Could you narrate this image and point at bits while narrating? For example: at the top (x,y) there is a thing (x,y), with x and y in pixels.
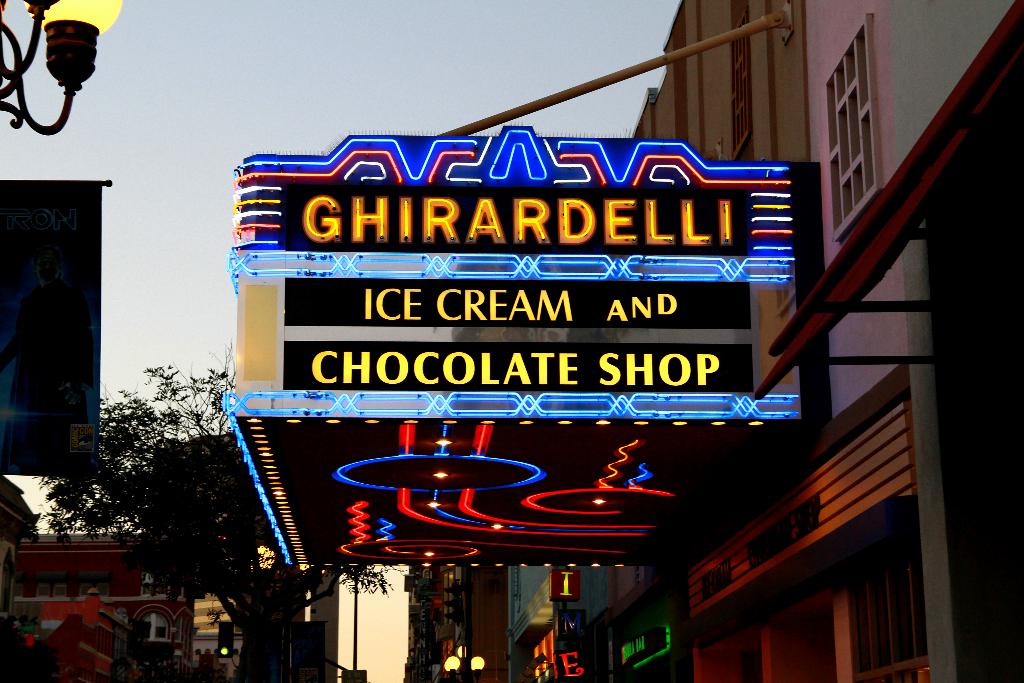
In the image we can see a board (475,217) and text (559,353) on it. We can even see there are buildings (790,592), light poles (470,658), banner (62,349), trees (159,459) and a pale blue sky (304,32).
